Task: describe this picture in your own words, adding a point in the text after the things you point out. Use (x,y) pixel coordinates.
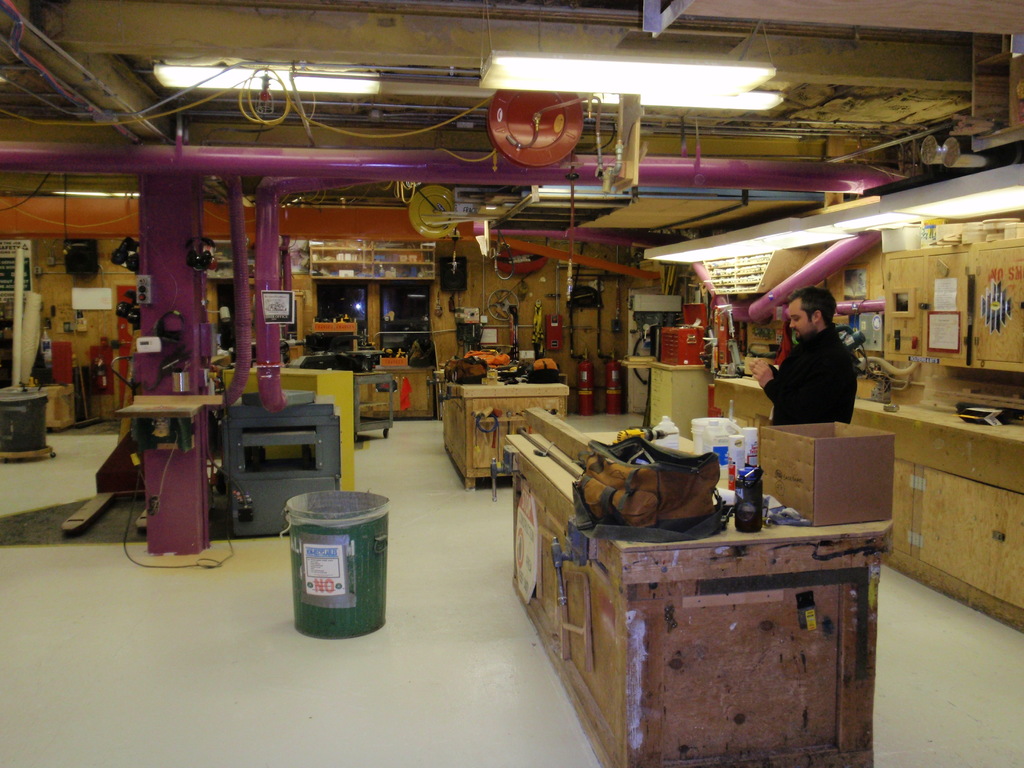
In the picture I can see wooden tables (551,468), green color bucket (317,567), a person (802,392) standing on the right side of the image (810,406), a few more objects (673,400) and the ceiling lights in the background (70,258).
